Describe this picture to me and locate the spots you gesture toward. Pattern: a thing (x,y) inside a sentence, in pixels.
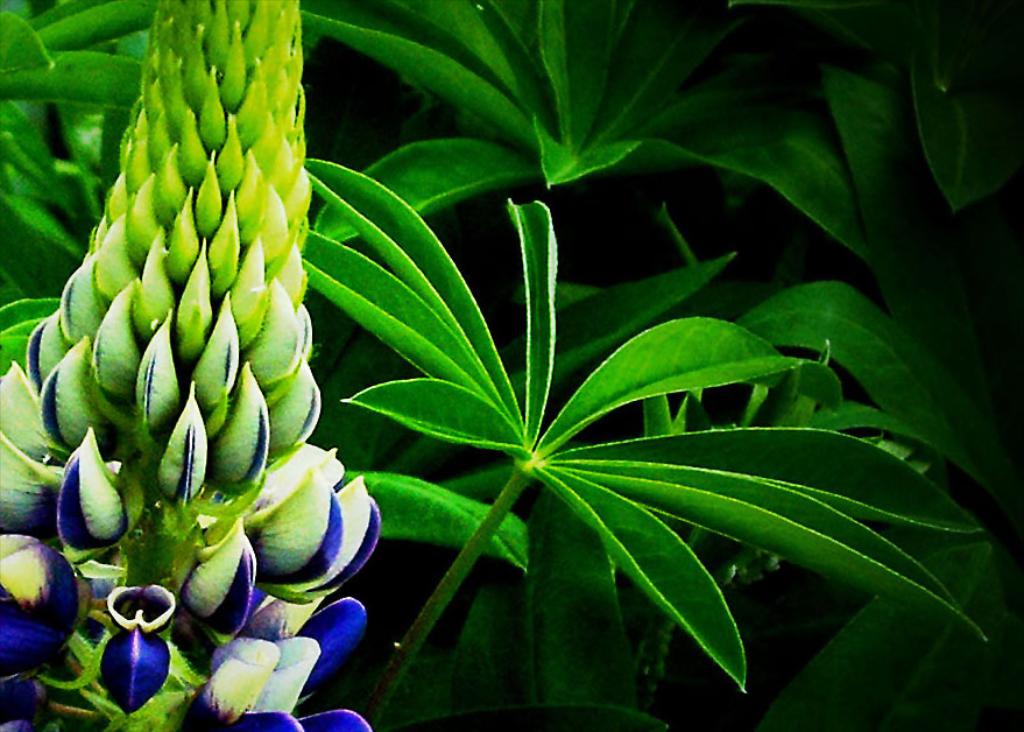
In this image we can see group of plants (455,355).
